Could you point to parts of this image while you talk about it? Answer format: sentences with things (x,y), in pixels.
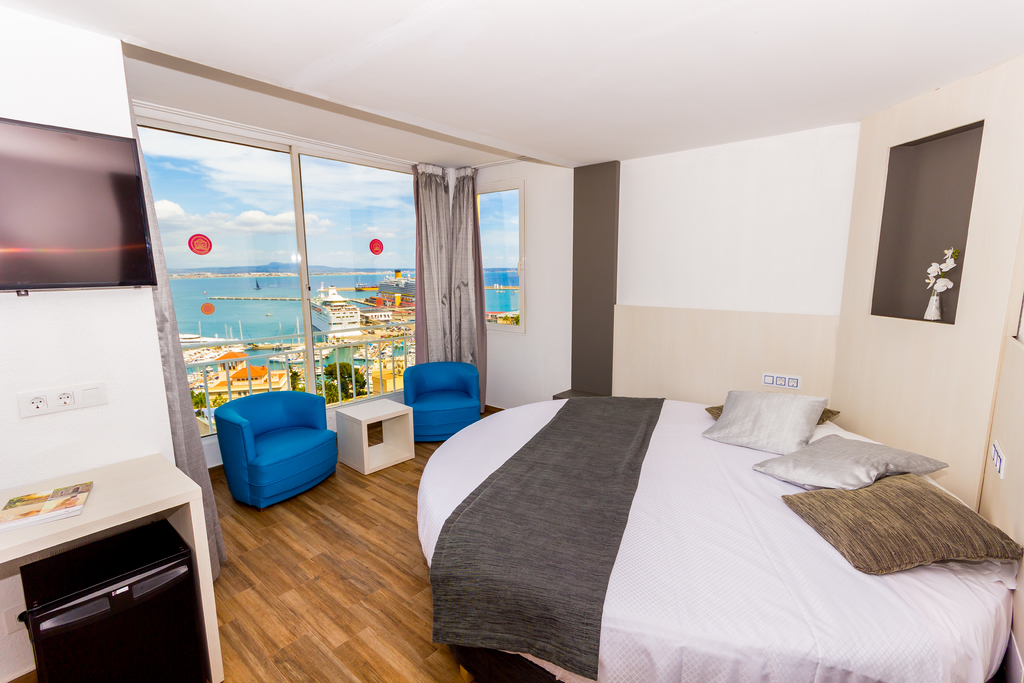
This is an inside picture of the room (587,538), in the room (647,542), we can see a bed (650,539) with pillows (897,563) on it, there are sofas (250,429), curtains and tables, also we can see a television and switch boards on the wall (903,274), through the glass (222,302) we can see some buildings (218,374), trees (329,372), water (293,323), mountains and the sky (249,248) with clouds (280,226).
